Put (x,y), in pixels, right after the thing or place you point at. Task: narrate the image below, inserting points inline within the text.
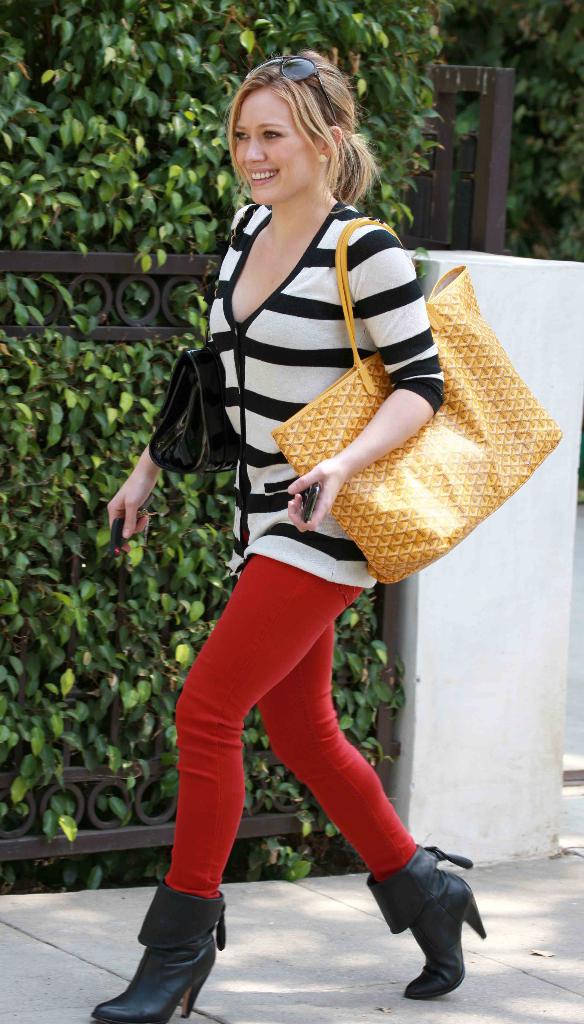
A woman (261,170) is walking on a footpath (437,1017) wearing a yellow color bag (366,501) and holding a mobile phone (319,489) in her hand (319,478).
